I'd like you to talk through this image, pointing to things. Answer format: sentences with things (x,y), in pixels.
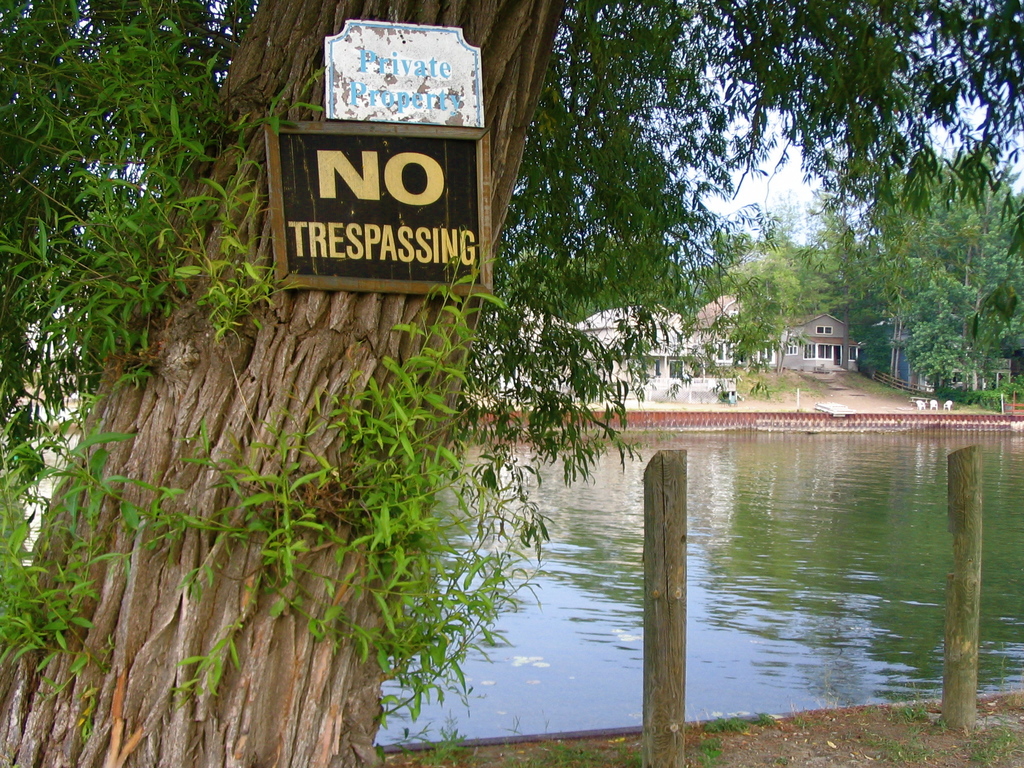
In this image we can see a few houses (834,329), there are some trees (193,374), water (490,657), boards (358,174) with some text (398,168) and poles (676,742), in the background (821,182) we can see the sky (798,221).
